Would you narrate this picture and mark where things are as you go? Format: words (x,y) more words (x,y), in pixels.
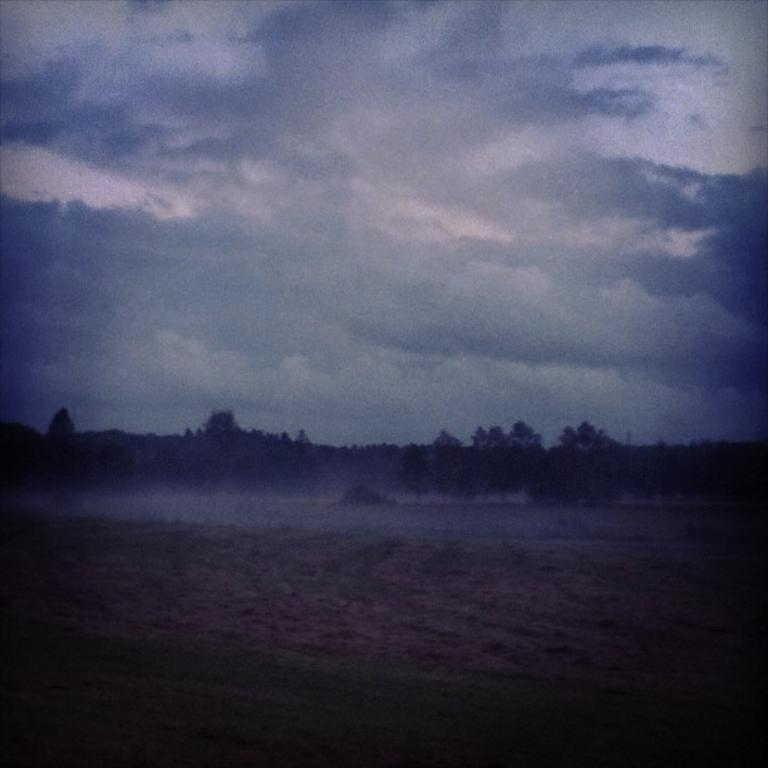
In this image in the background (409,456) there are trees (493,476). The sky (419,228) is cloudy. The picture is blur.
